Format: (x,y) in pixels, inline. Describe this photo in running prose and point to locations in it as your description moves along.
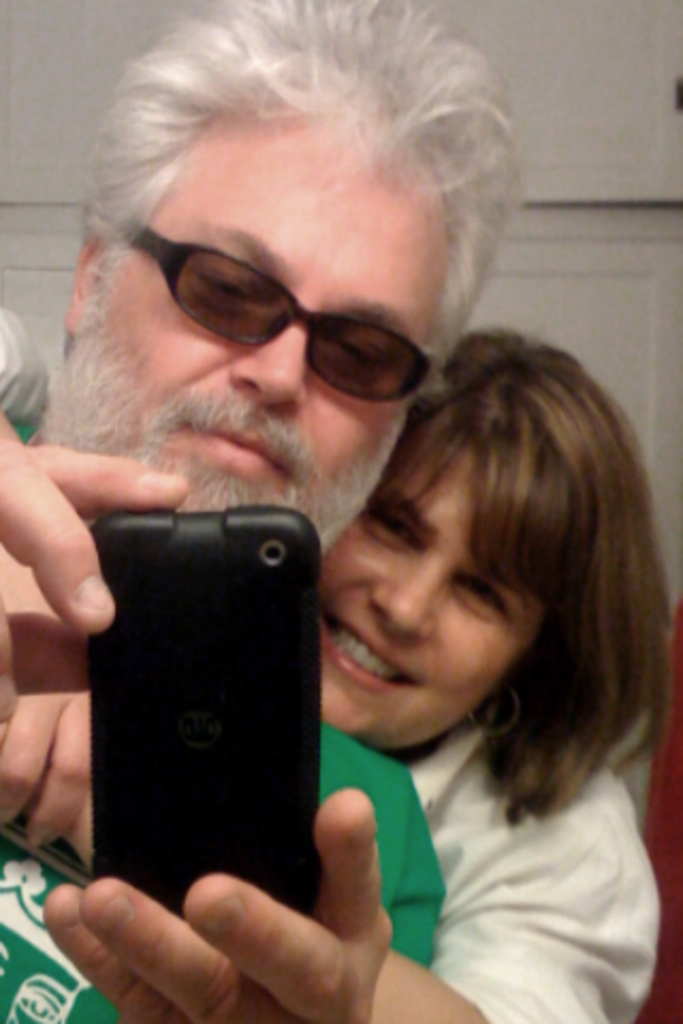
In this image there are two persons (421,555) one behind the other holding mobile phone (103,735). Person (344,820) wearing a green shirt (415,817) is having spectacles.
